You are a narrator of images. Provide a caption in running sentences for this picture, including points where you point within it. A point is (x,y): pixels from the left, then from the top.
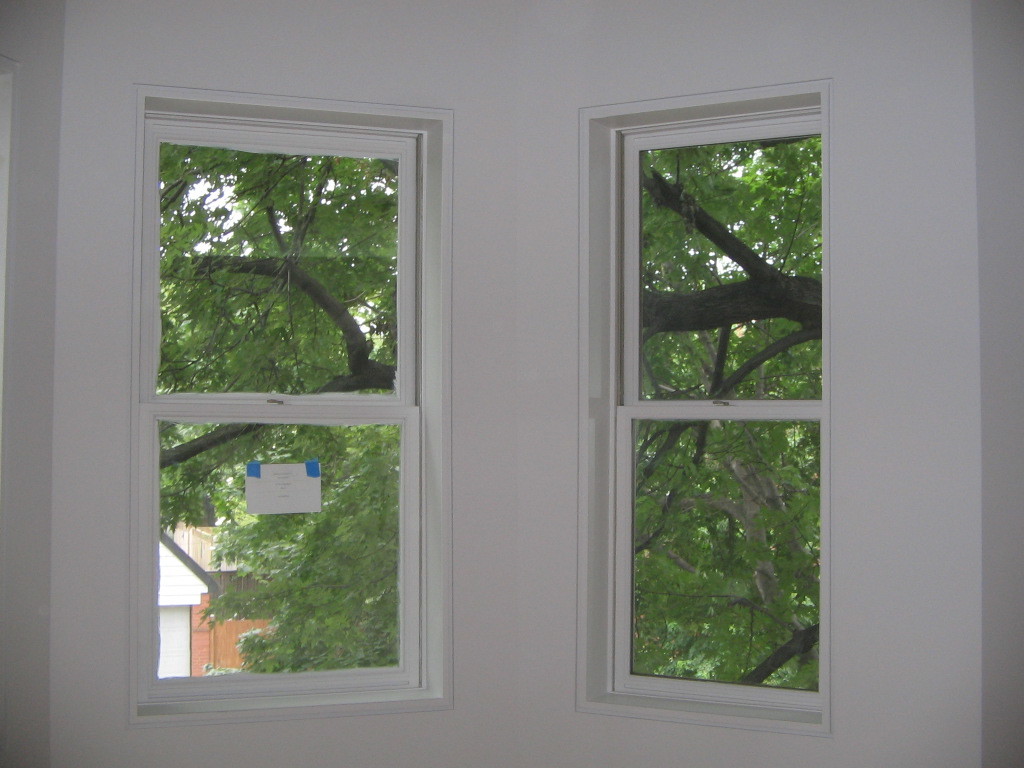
In this image we can see a window glass (229,354), there is the tree (230,353), at above here is the sky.
